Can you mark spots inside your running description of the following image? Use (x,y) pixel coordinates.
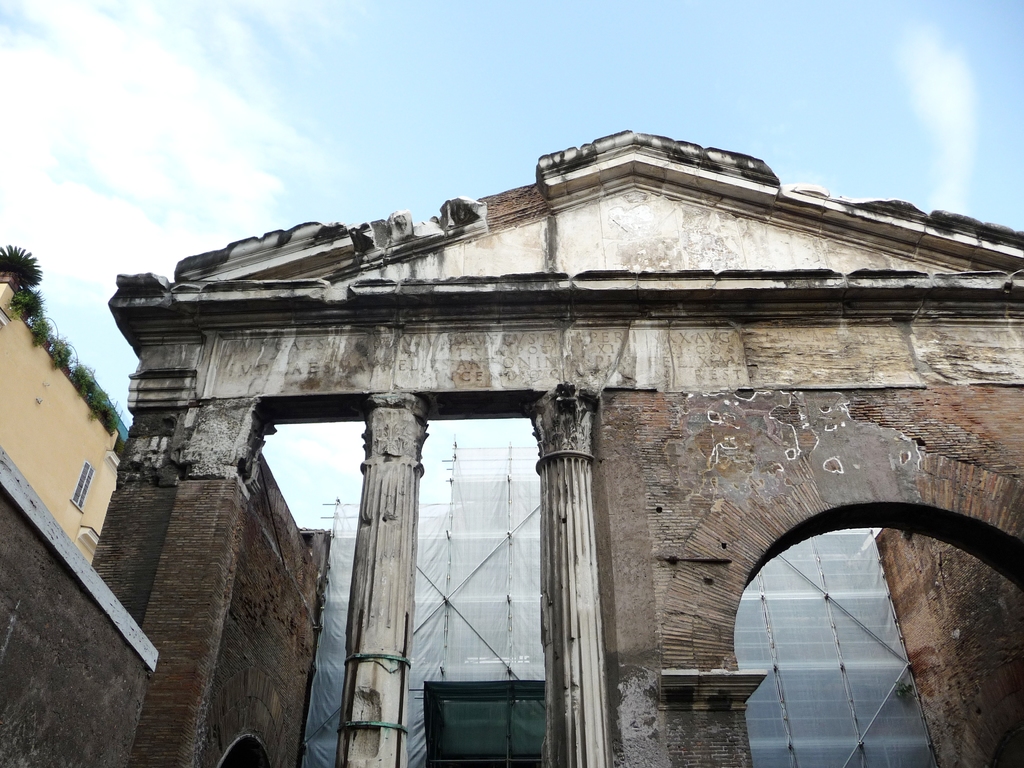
Here we can see buildings (65,511), pillars (402,556), window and house plants (15,266) on the left side building (54,382). In the background (836,683) there are poles (511,502), cloth (801,740) and clouds (120,176) in the sky (384,163).
